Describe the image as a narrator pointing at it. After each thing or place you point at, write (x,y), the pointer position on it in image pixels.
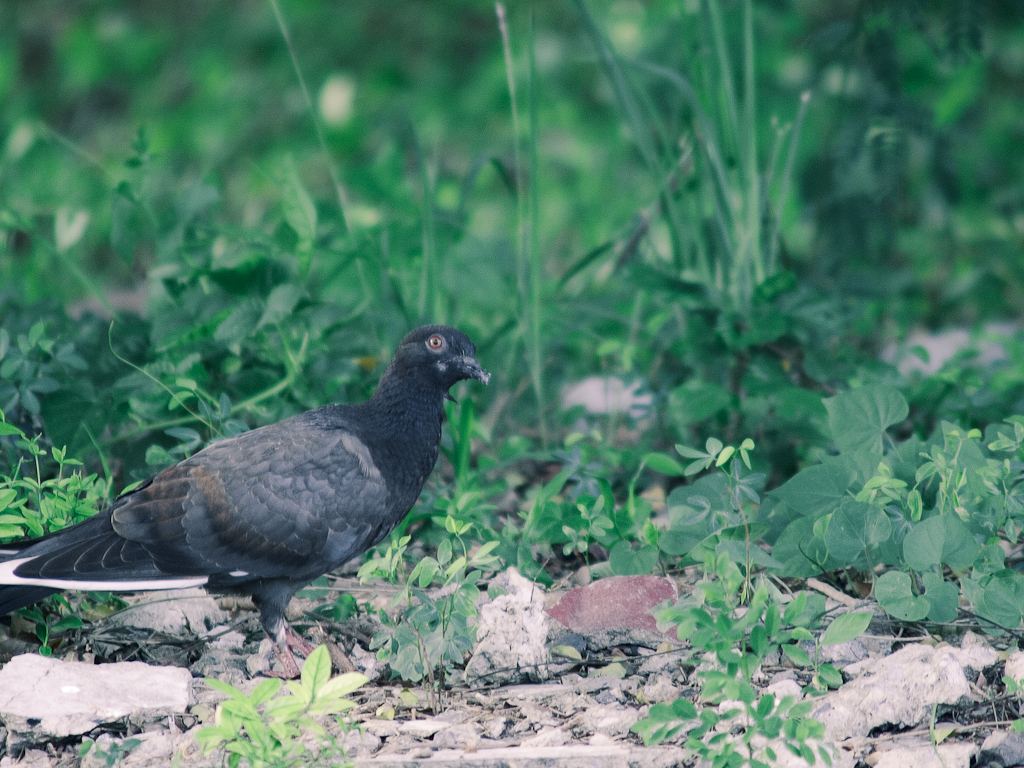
In this image I can see a bird (343,534) is standing on the ground (362,654). In the background (559,338) I can see plants (432,635). This image is taken during a day.
